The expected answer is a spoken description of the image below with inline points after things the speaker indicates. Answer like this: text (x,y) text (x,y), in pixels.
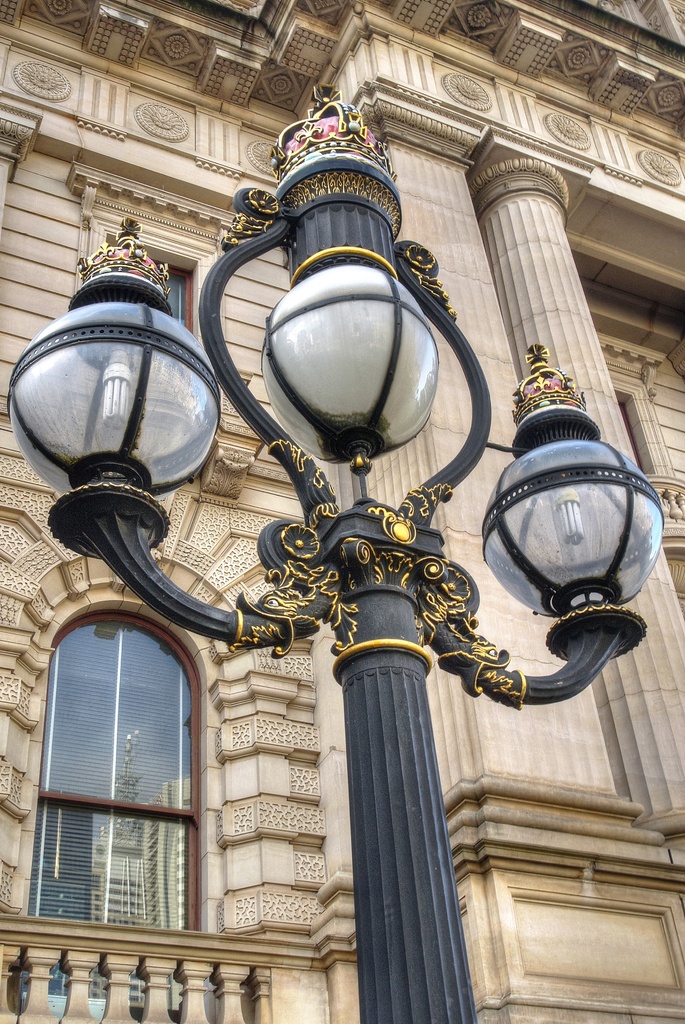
This image is taken outdoors. In the background (135,878) there is a building (483,111) with walls (666,419), windows (179,291), pillars (540,706), railings (155,967) and carvings (496,19) on it. In the middle of the image (369,536) there is a pole (361,553) with a street light (130,369).
